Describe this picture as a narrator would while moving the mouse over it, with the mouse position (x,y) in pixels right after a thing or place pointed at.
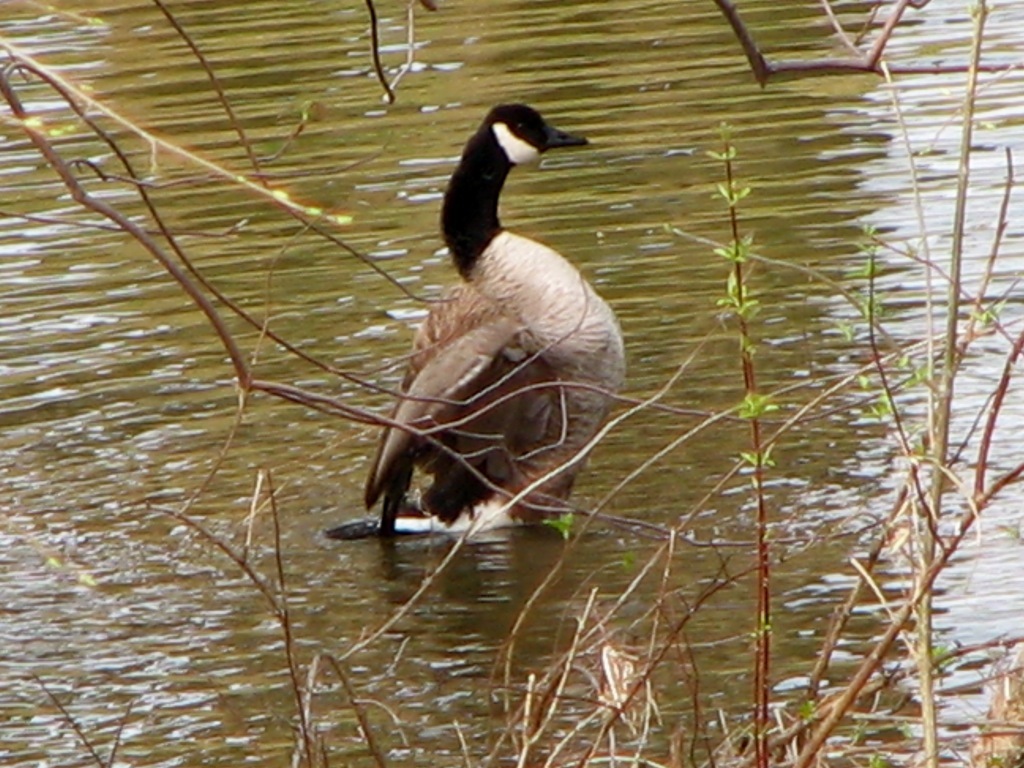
In this image we can see a goose (556,400) on the surface of the water (517,550). We can also see some plants (857,678).
